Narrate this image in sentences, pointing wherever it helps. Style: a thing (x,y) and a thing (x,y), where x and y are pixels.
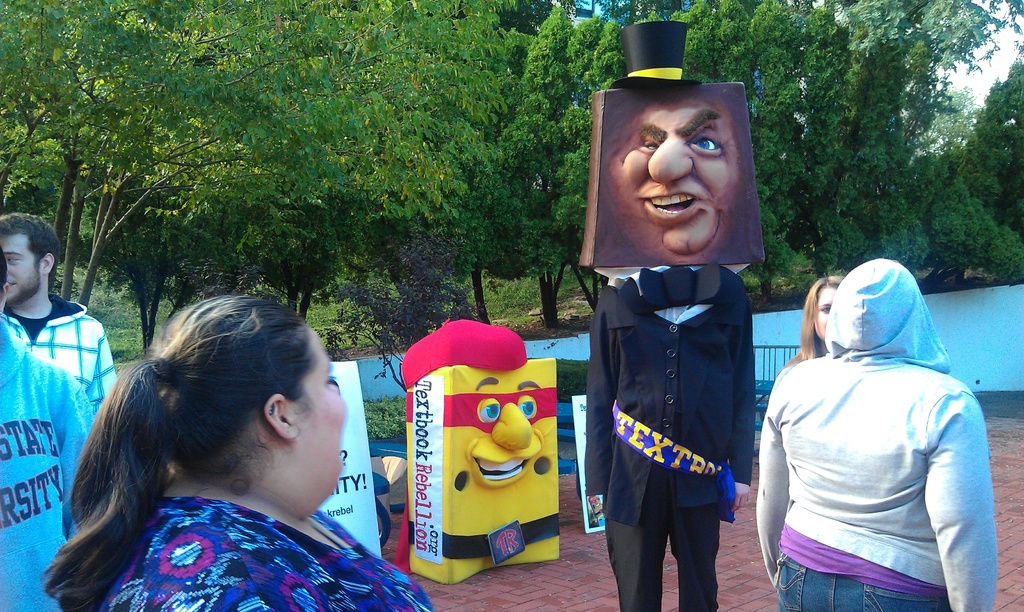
In this image we can see these people (967,521) are standing on the ground (392,559). Here we can see this person (596,442) wearing different costume (641,380) and here we can see the wall (1011,347), some objects (506,401) and trees (506,113) in the background (289,169).
